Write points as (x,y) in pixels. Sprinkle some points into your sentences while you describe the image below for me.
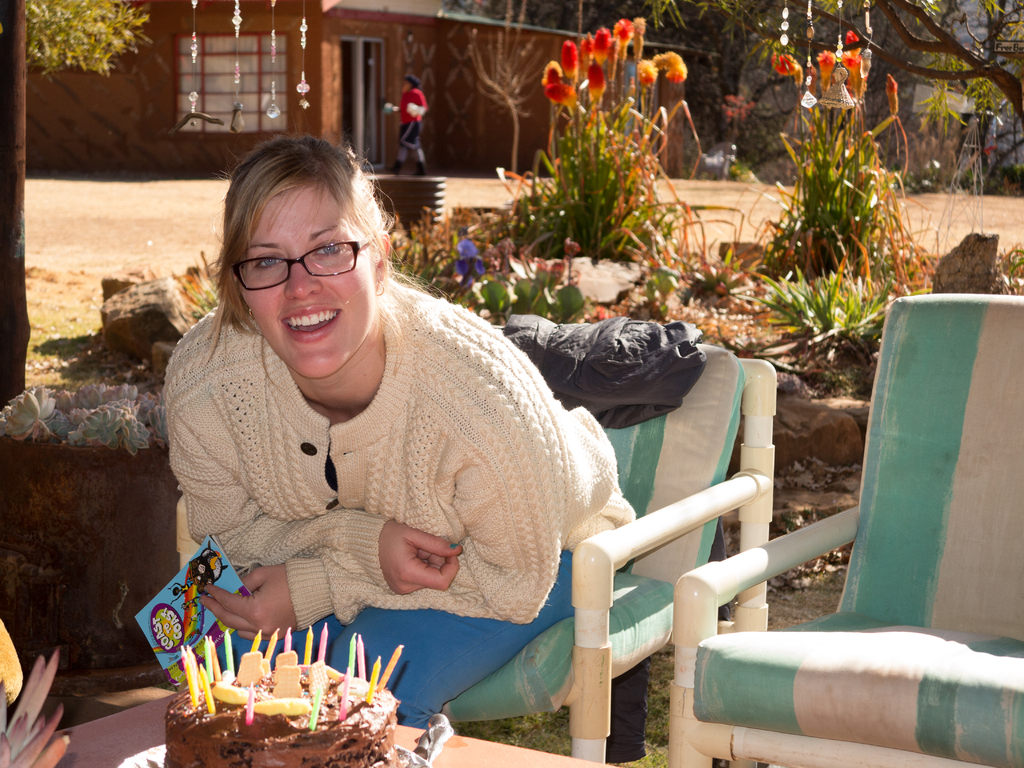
a person (429,509) is sitting on a chair (552,695). in front of her there is a cake (299,733) on which there are many candles (307,647). behind her there are plants (574,180) and a house (309,72), many trees (675,25).
